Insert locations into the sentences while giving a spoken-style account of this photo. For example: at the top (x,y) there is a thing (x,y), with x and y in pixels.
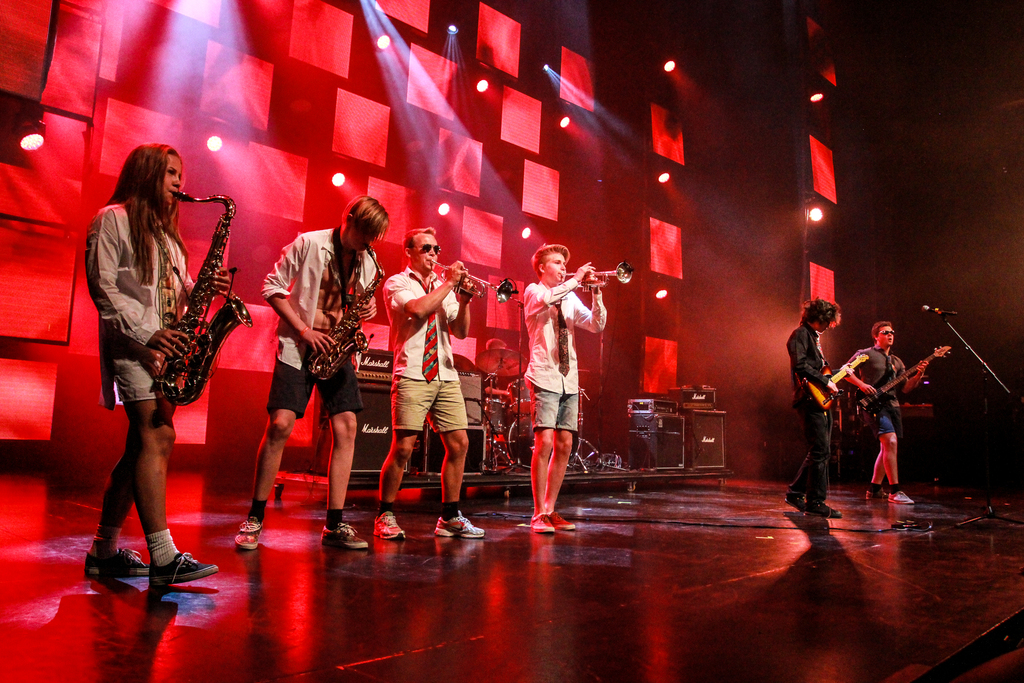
In this image i can see few persons (108,352) standing on a stage (453,542) and holding musical instruments (483,287) in their hands (852,373), i can see a microphone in front of them. In the background (677,414) i can see few musical instruments (500,419), few lights (391,32) and the screen (537,112).
